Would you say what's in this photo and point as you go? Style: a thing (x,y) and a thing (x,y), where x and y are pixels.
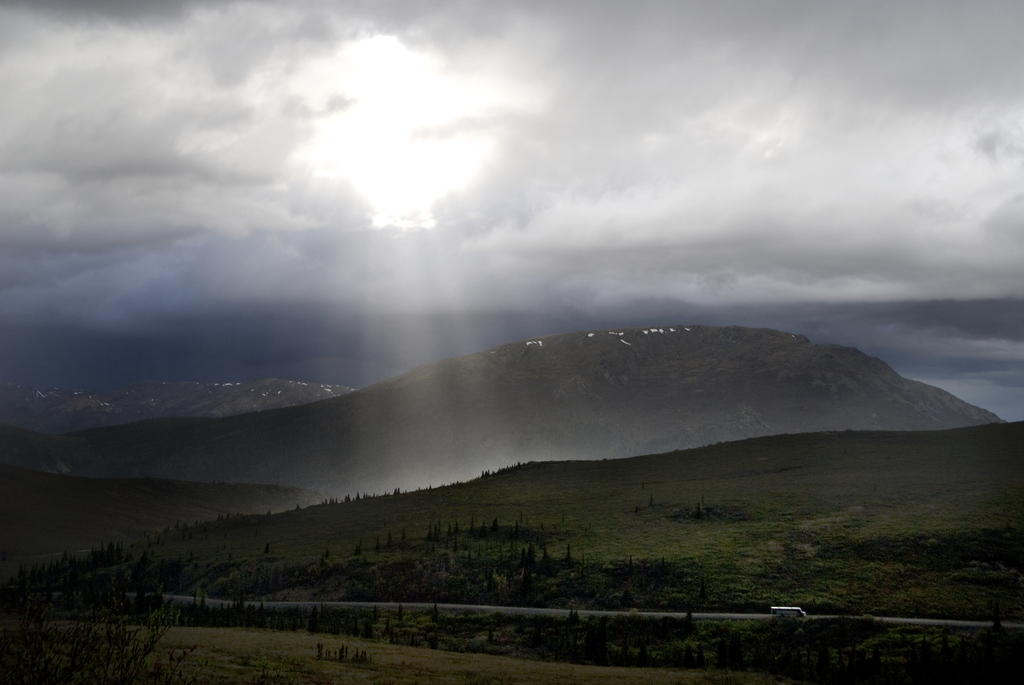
In the foreground of the picture (338,600) there are hills (612,528), trees (72,645), road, vehicle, grass (248,639) and other object (122,638). At the top (216,156) we can see clouds (365,144). In the center of the picture (359,245) we can see sun rays (402,162).
